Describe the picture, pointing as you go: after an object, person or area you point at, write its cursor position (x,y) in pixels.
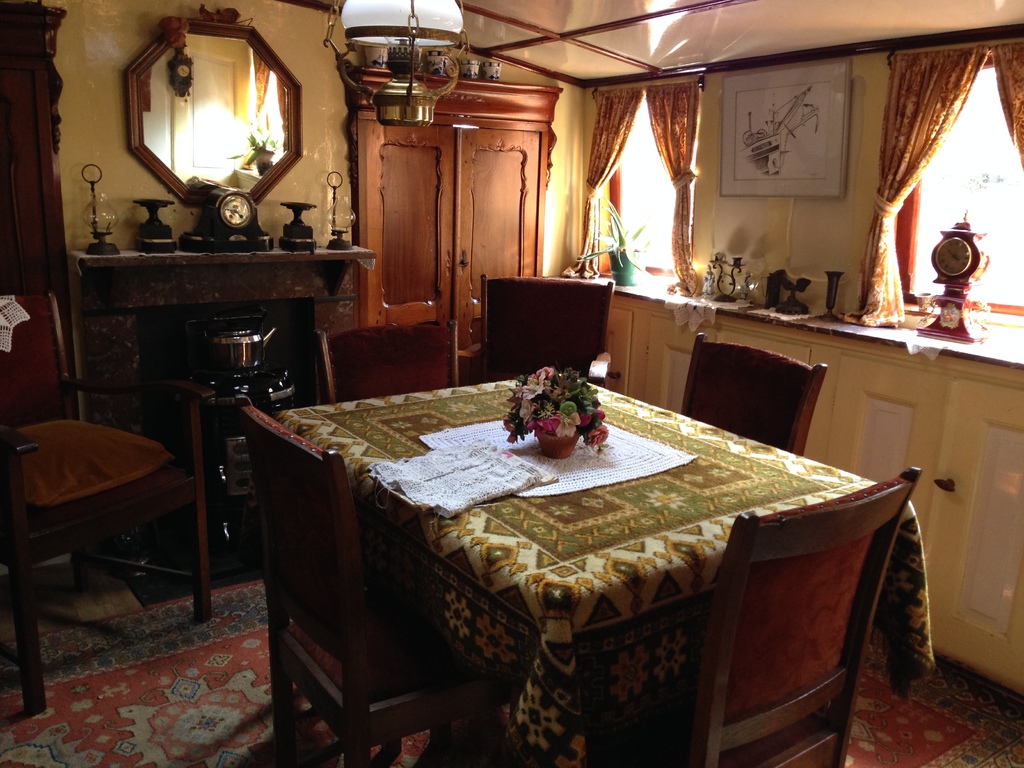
In this picture we can see the chairs (869,608) and table (685,593). There is a plant (571,402), cloth (605,452) and other object (510,460) on the table (538,509). On the right (952,317) we can see the clock (976,235), papers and other objects (830,279) near to the window (1016,246). In the back (500,188) there is a door (496,199). On the left (164,282) there is a fireplace (242,270). At the top (402,114) there is a chandelier (412,42). In the top left corner (246,105) we can see the mirror (226,137). In the bottom left (197,718) there is a carpet (188,698).
